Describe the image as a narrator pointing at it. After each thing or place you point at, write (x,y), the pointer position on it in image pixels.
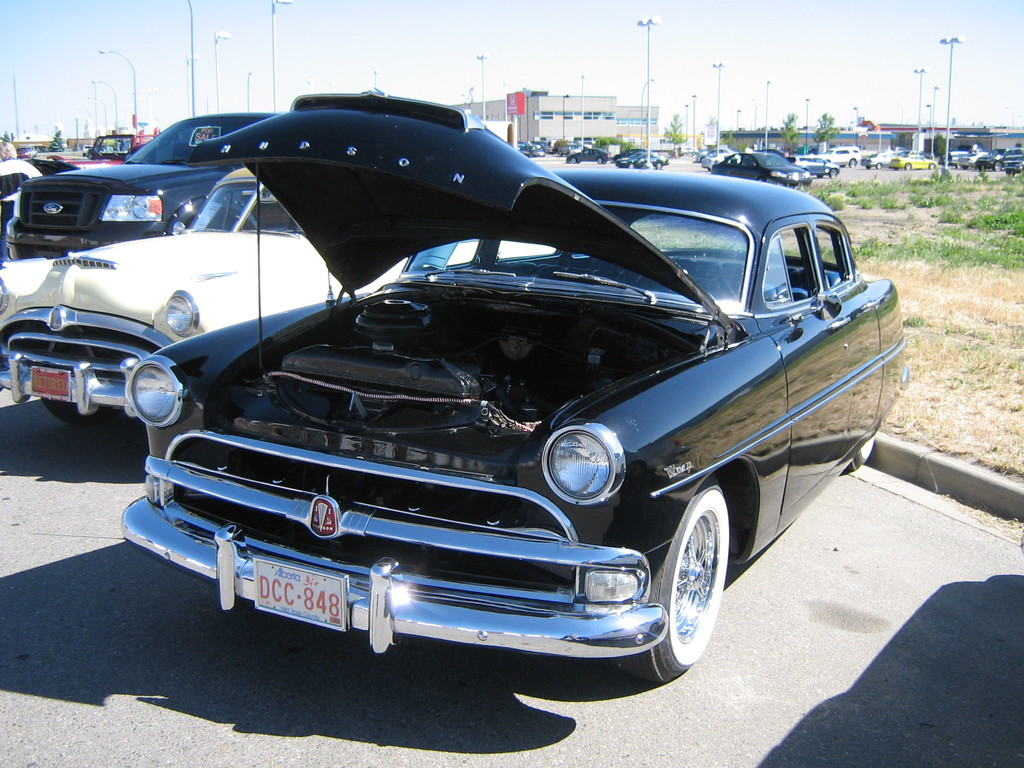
In this image I can see number of cars (343,332), number of poles (948,110), few buildings (780,139), the sky (536,32) and on the right side of this image (1022,403) I can see grass (928,287). I can also see shadows (111,456) on the ground (127,556).
